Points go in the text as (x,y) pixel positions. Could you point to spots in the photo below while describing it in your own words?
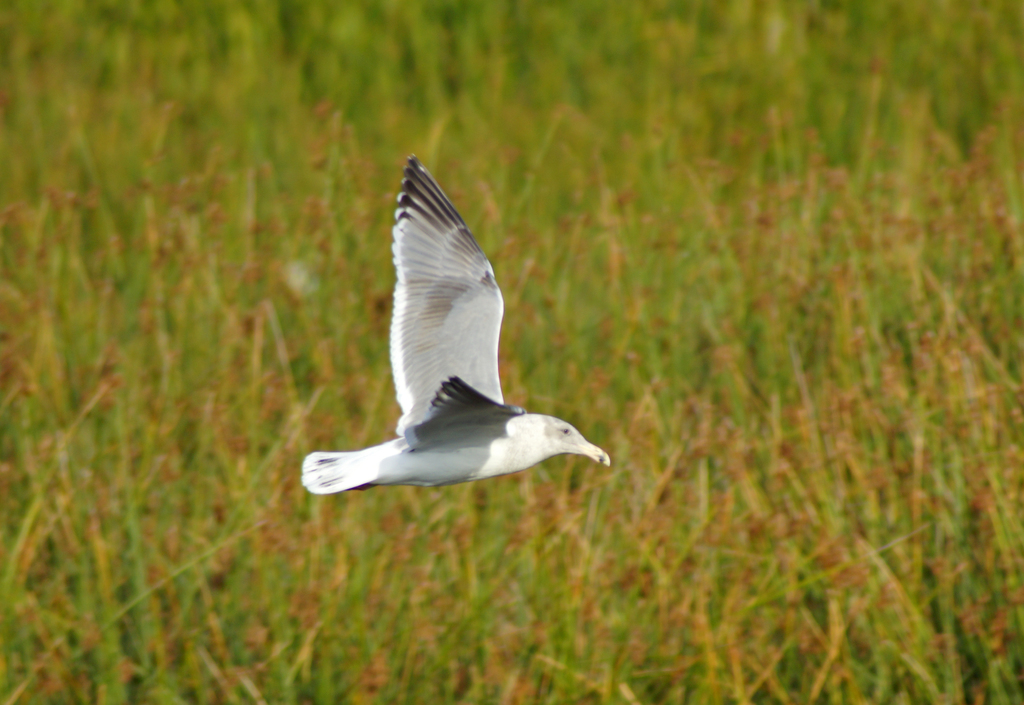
In the center of the image (428,467) there is a bird (441,462) flying in the air. In the background (239,109) there is a grass (420,37).
